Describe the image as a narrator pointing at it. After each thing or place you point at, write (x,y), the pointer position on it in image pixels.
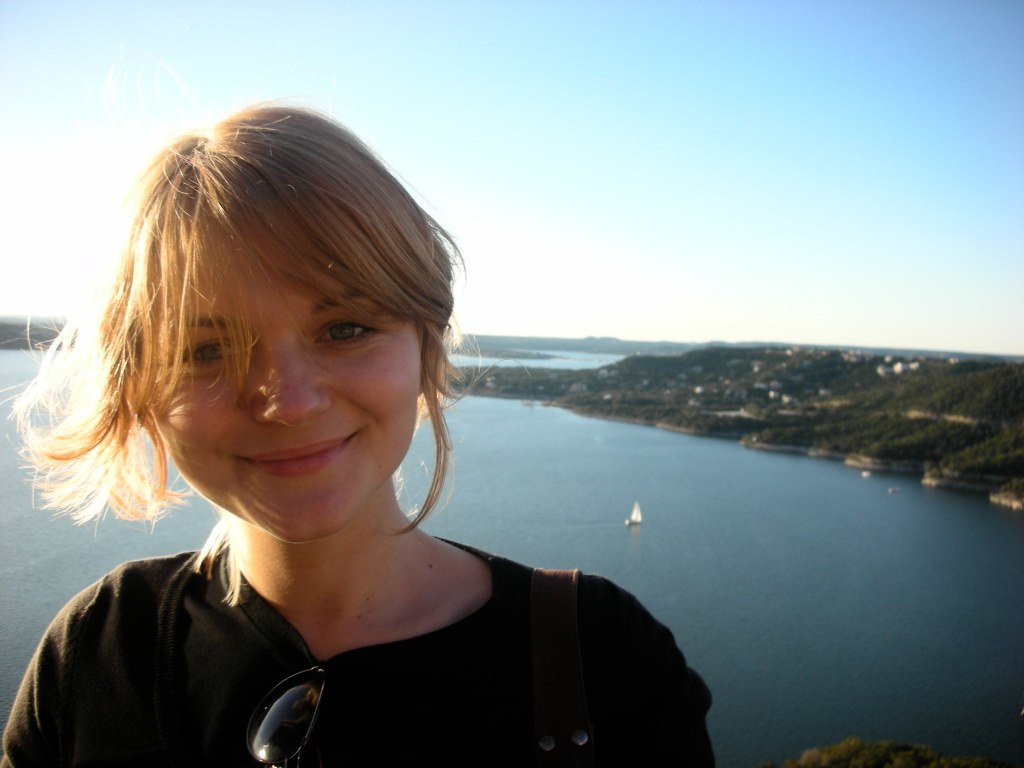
In this picture there is a woman (192,738) standing and smiling. At the back (997,371) there are mountains (925,359) and there is water (783,477) and there is a boat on the water (643,513). At the top (583,138) there is sky (760,122).
